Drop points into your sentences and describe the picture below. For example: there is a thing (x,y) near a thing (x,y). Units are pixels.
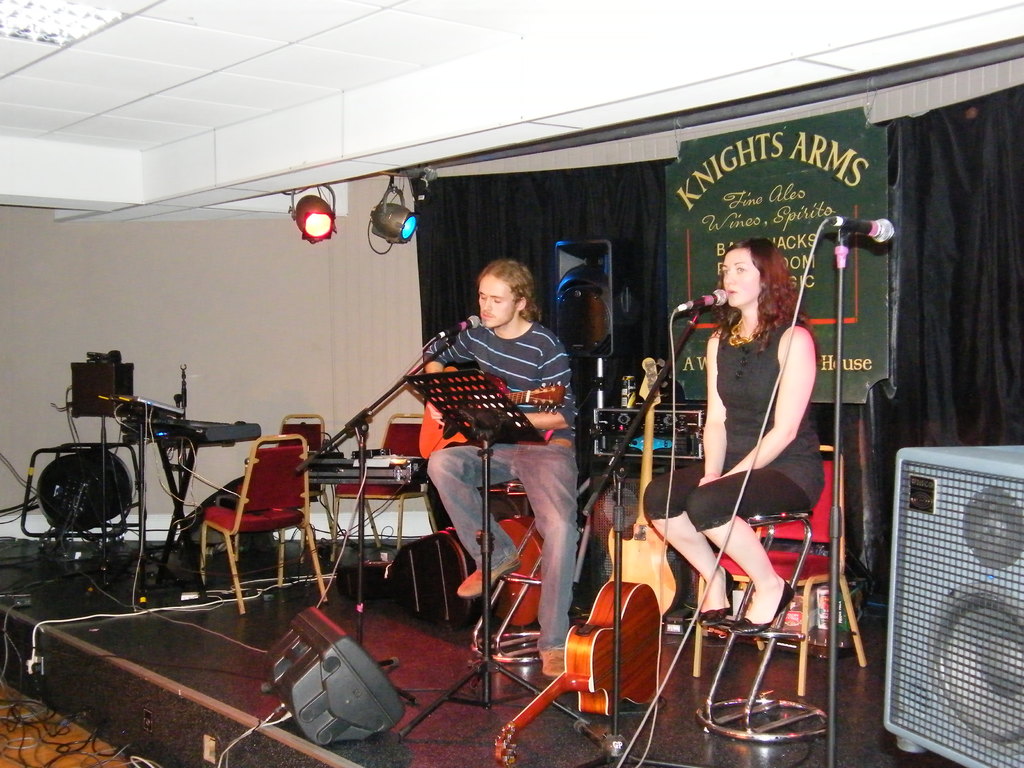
A man (542,345) is holding a guitar (433,433) and playing. A woman (733,395) is sitting and singing in front of a mic (698,299) and a mic stand (680,349). There is a book stand (491,438). On the stage (460,665) there are chairs (294,489), keyboard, drums (130,485), speakers (327,656), guitars (579,636) and many other items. In the back (795,192) there is a banner (746,202). There are lights (382,202) in the ceiling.
